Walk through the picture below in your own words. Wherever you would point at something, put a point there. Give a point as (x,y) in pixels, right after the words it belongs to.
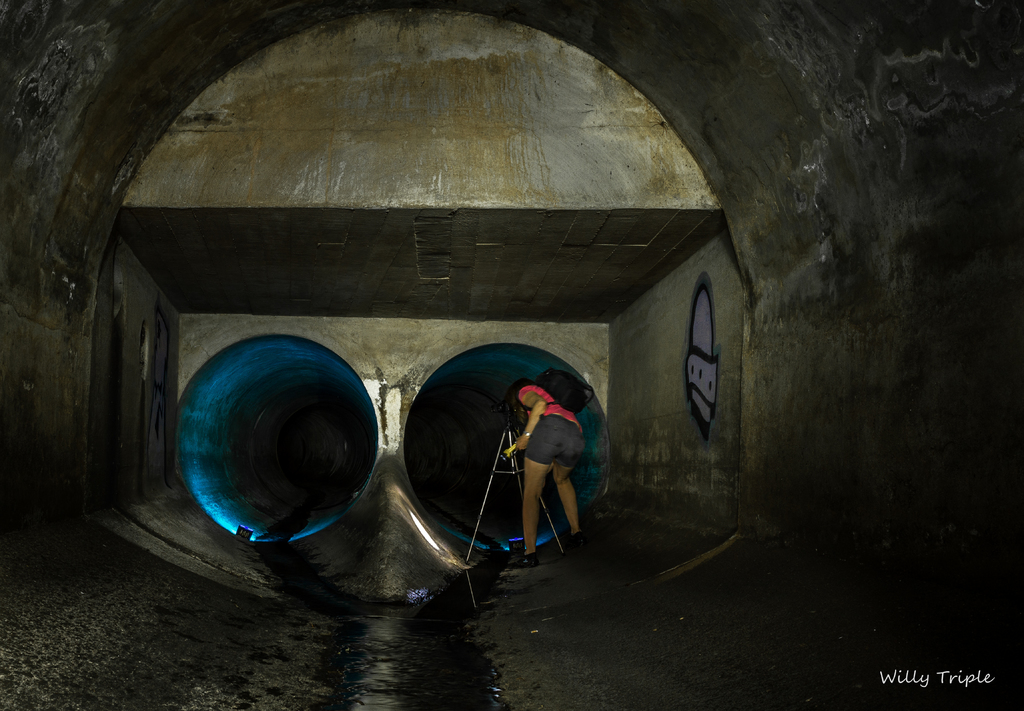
In this image we can see a tunnel (410,139). In the tunnel (404,152) we can see a person (520,433) and a camera (495,411) with stand (512,466). There are two holes (263,459) in the tunnel (421,476). In the bottom right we can see the text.
